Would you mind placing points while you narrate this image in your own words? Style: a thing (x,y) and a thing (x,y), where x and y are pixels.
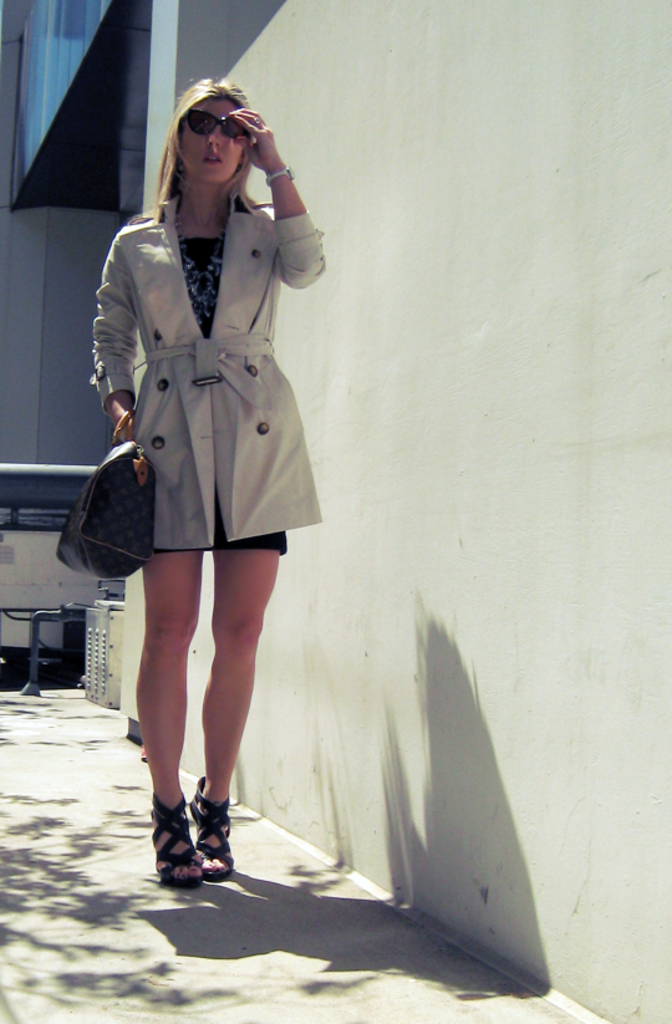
In the middle (280,442) I can see a woman (280,261) is walking on the road (227,930) and is holding a bag (81,551) in hand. In the background (313,680) I can see a building wall (428,703), metal rods (50,482) and a fence (35,523). This image is taken may be during a day.
